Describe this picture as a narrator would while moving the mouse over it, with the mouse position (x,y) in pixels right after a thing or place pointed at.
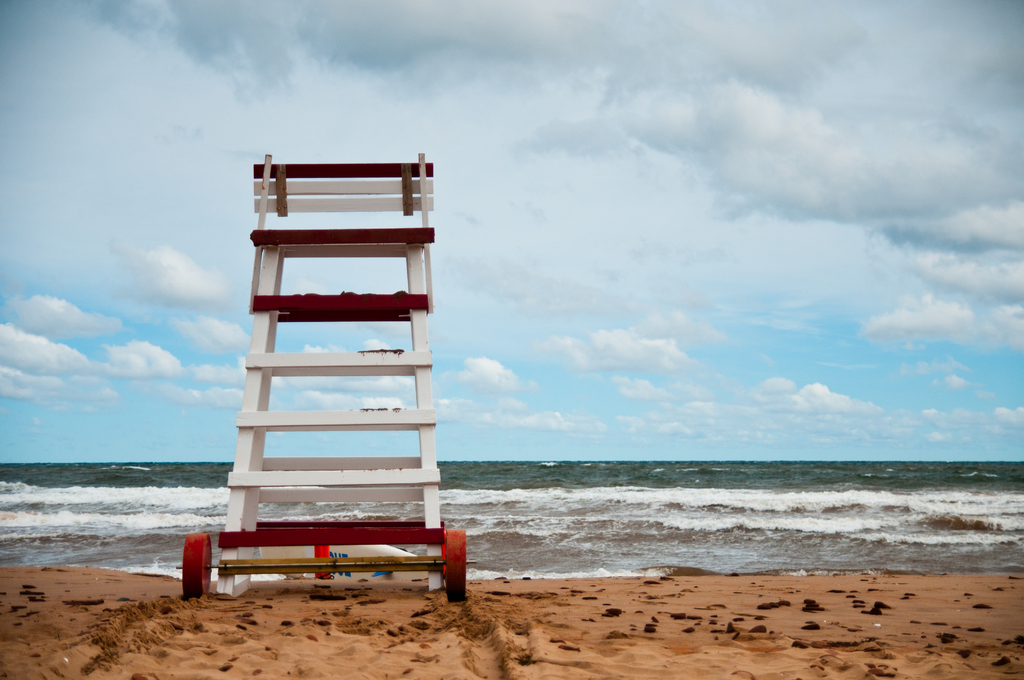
In this picture we can observe white color ladder (322,494) with wheels (211,545) in the beach (574,632). We can observe sand (598,632). In the background (578,509) there is an ocean (677,491) and a sky (611,295) with some clouds (574,286).
